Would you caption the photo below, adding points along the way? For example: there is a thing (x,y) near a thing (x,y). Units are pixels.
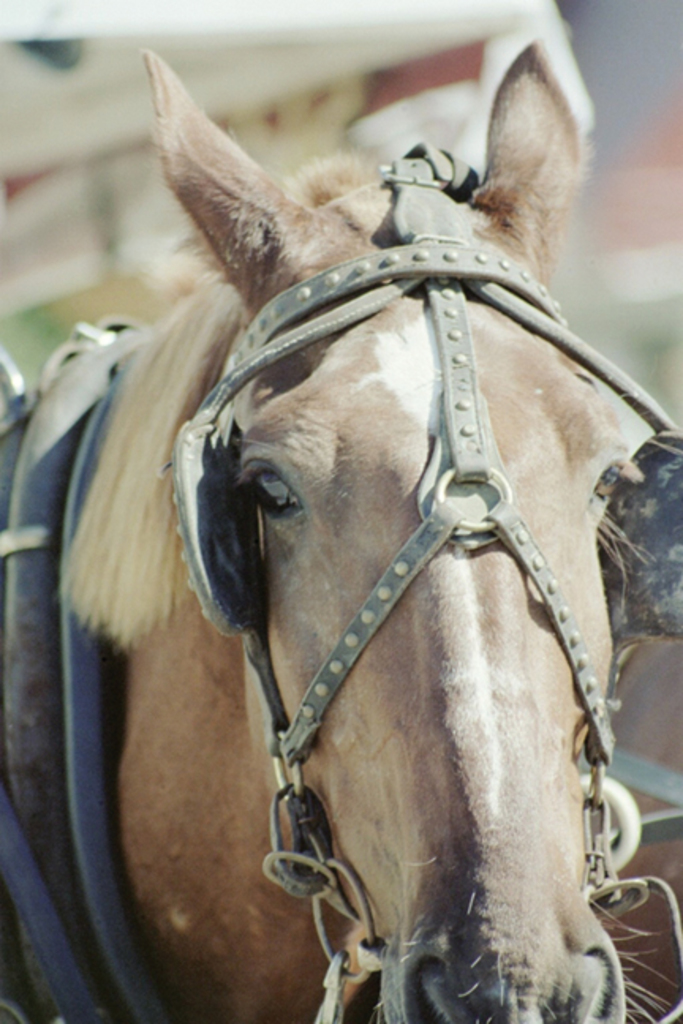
In this image, we can see a horse (506,342) and the background (308,77) is blurred.
